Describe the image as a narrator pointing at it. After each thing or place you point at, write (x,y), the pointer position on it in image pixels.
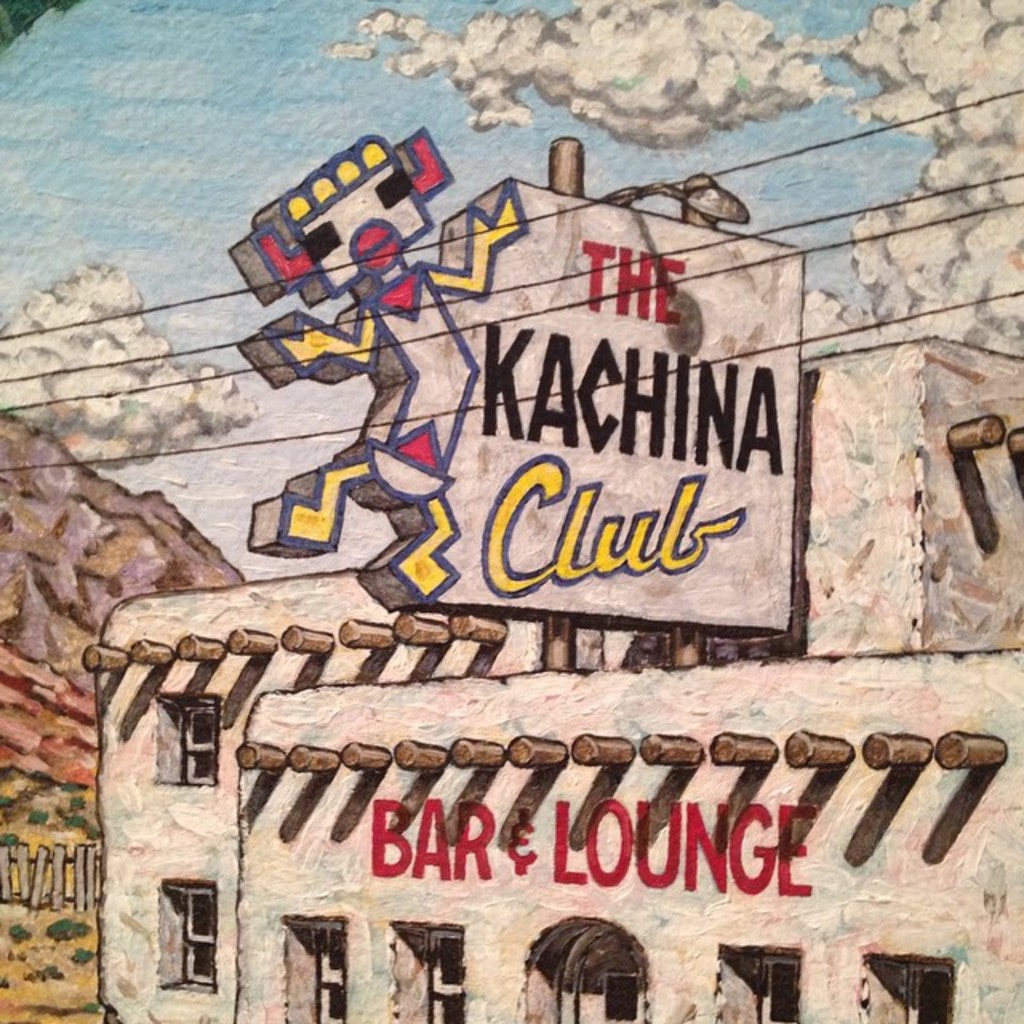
In this picture i can see painting (425,706) of building (321,794), sky (123,476) and trees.
